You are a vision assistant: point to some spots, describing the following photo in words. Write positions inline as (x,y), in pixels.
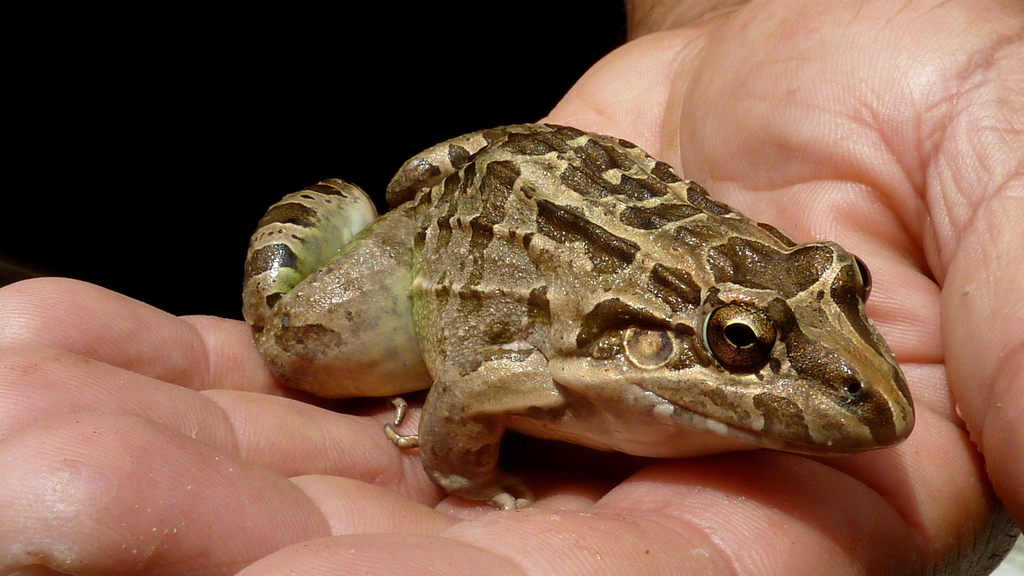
In this image I see the hand (855,140) on which there is a frog (616,260) which is of cream, brown and green in color and it is dark in the background (187,193).
